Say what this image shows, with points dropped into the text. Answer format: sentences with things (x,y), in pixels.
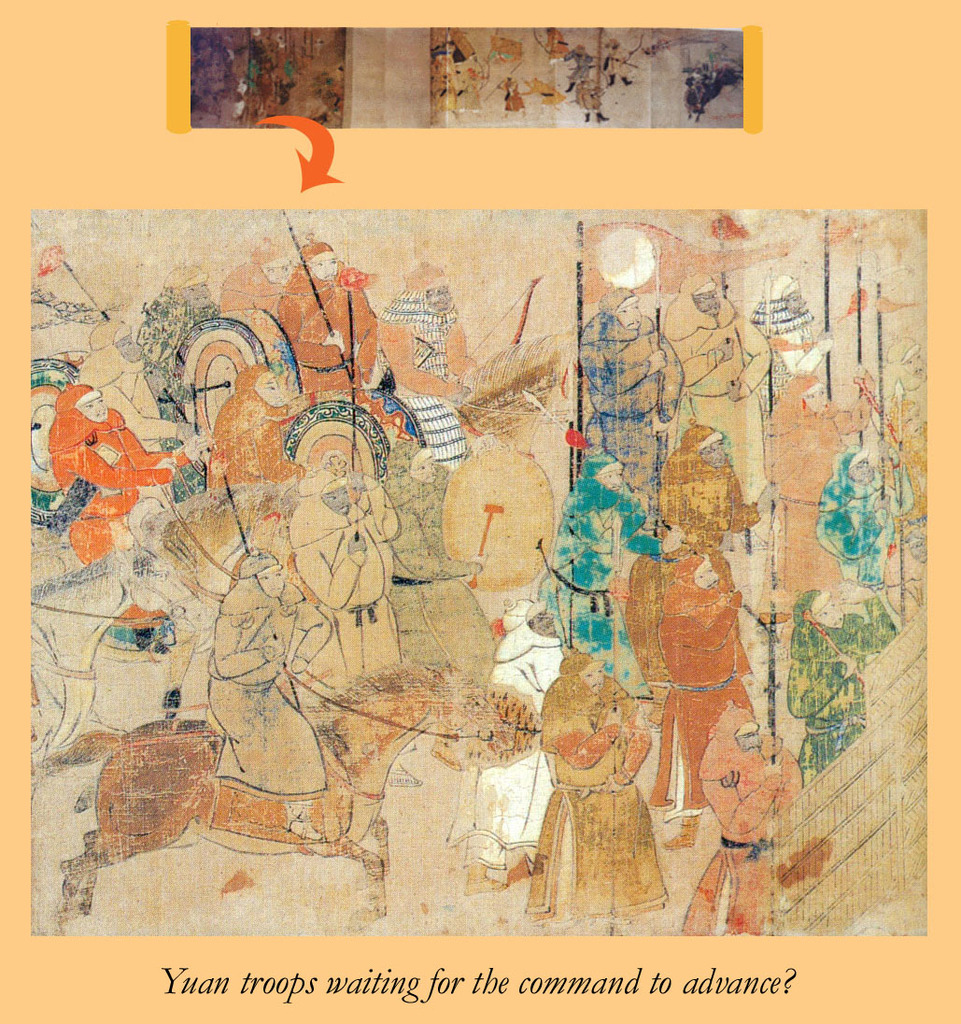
In this picture we can see painted scroll (283,504), on which we can see some soldiers (499,865) and horses (375,861).
